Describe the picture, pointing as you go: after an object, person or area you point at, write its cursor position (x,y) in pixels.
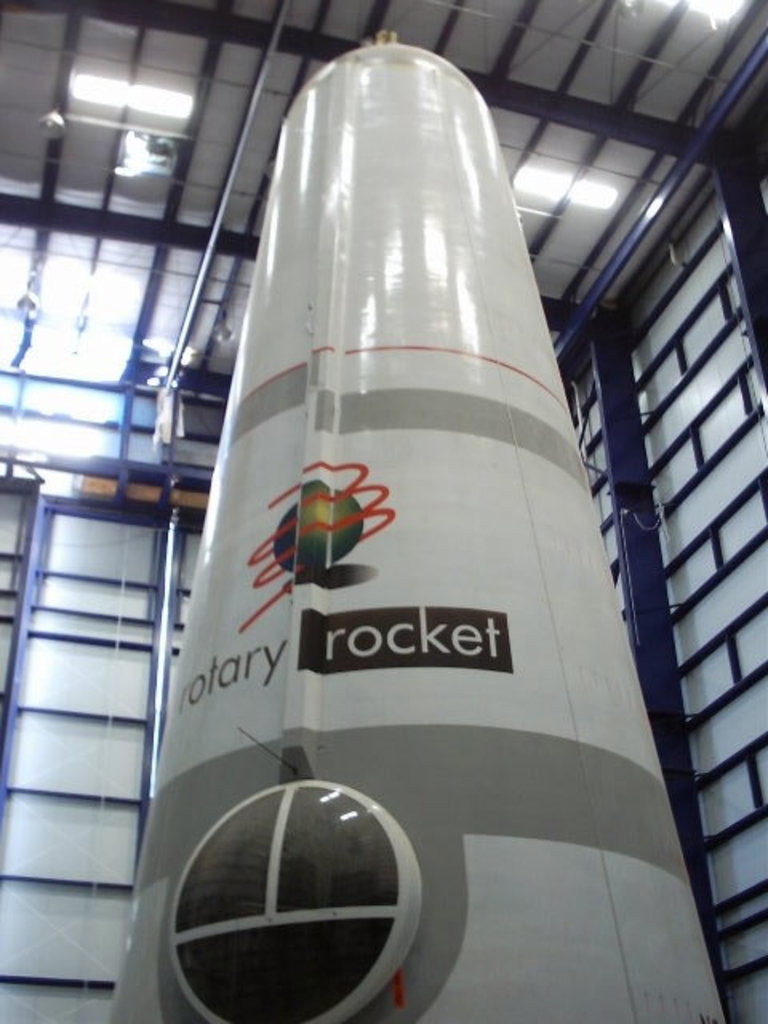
In this picture I can see a thing (363,205) in front (391,352), which looks like rocket (312,355) and I see something is written on it. In the background (196,556) I can see number of rods (752,225) and I can see the lights (122,83).
